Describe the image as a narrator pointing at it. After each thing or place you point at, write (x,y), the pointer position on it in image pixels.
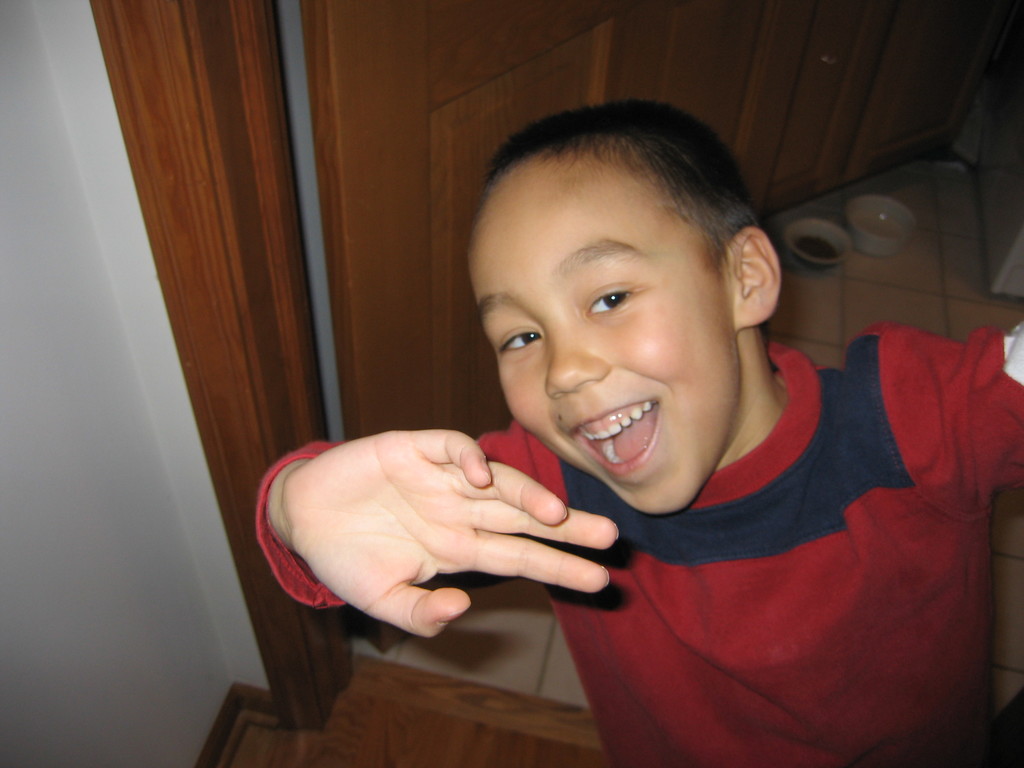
In the picture there is a child (553,451) standing and laughing, behind the child (592,420) there is a wall (1,193) and a door (754,170) present, there are two bowls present on the floor (937,298).
